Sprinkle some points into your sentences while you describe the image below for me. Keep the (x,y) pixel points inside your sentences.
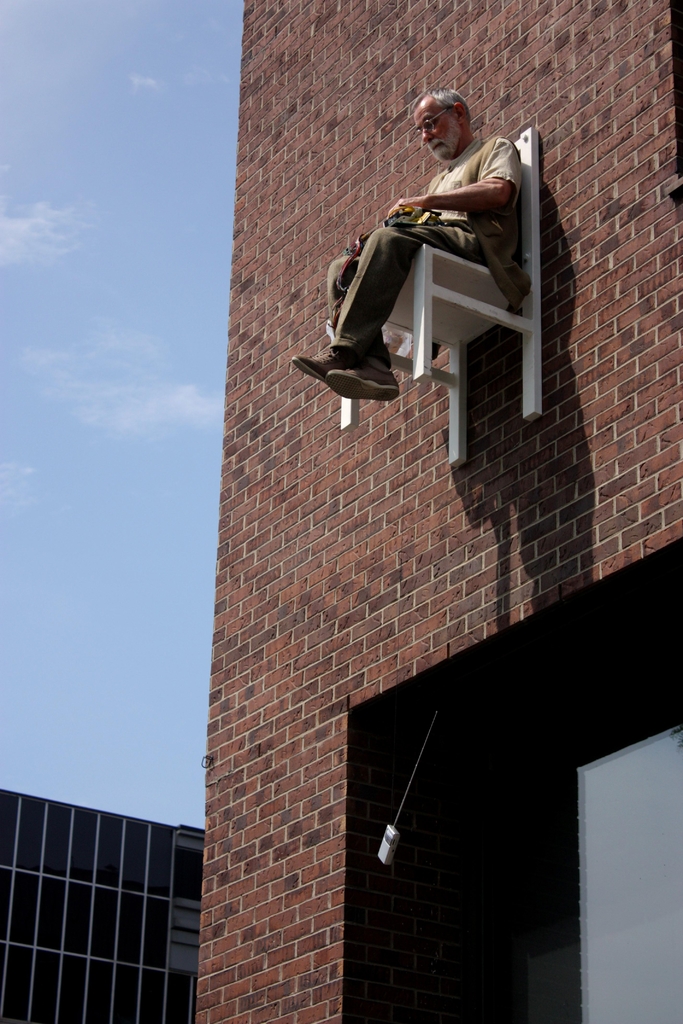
In this I can see a man (439,152) is sitting on the chair (496,299), that is stick to this wall (589,253), on the left side (120,257) there is the sky (118,285). This man (512,218) wore shirt (484,216), trouser (427,228), shoes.
